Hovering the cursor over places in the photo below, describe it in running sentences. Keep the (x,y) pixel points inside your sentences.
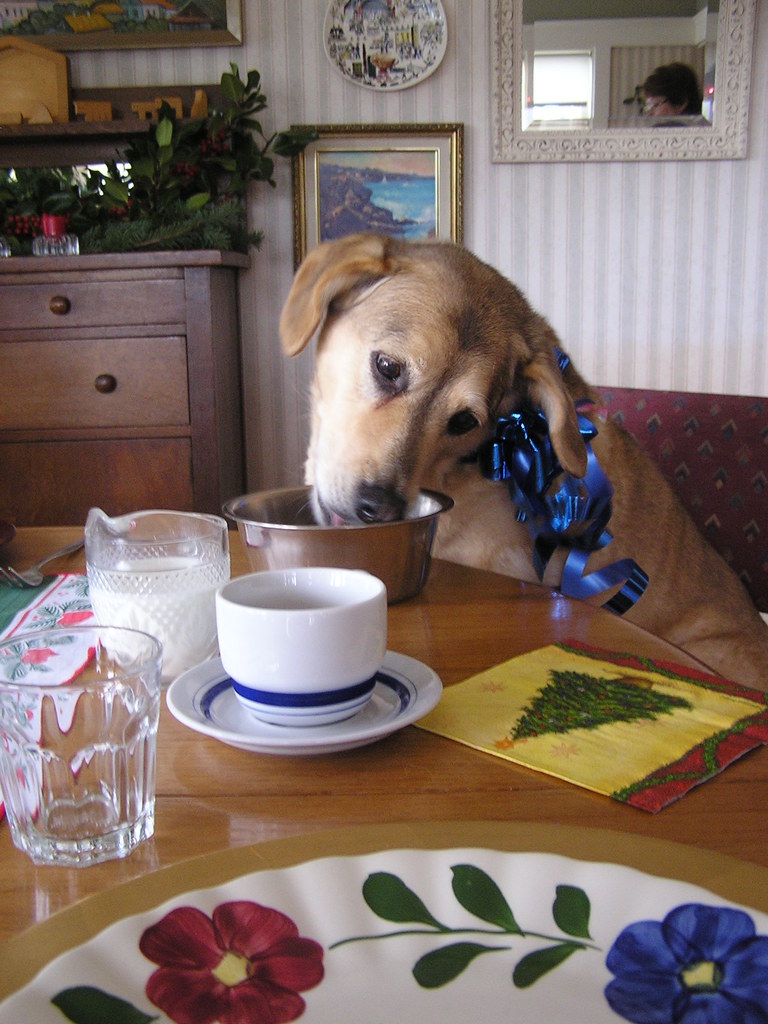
This is an image clicked inside the room (164,348). Here I can see a dog (428,426). In front of this there is a table (467,638) on which a bowl (398,567), cup (374,577), plate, fork (32,575) and a sheet (637,753) are placed. In the background (93,382) there is another table (89,370) on which a plant (183,216) and candle (56,231) are placed. Beside this there is a wall (320,98) on which frames (372,208) and mirror (565,58) are attached.
